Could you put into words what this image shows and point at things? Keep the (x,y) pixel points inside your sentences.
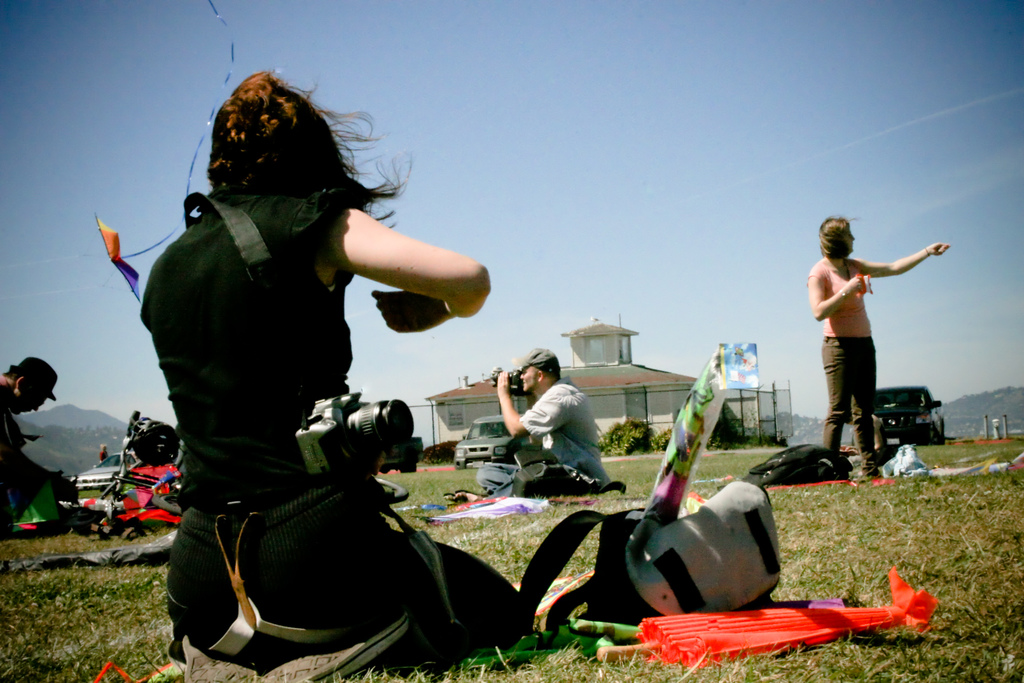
In this image, we can see people (830,380) are on the grass (1022,630). Few people (380,532) are holding some objects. In the background (75,438), we can see vehicles (915,413), plants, banner (745,365), house (622,346), hills (87,432) and sky (761,229). On the grass (971,663), we can see few objects (649,499) are placed.
